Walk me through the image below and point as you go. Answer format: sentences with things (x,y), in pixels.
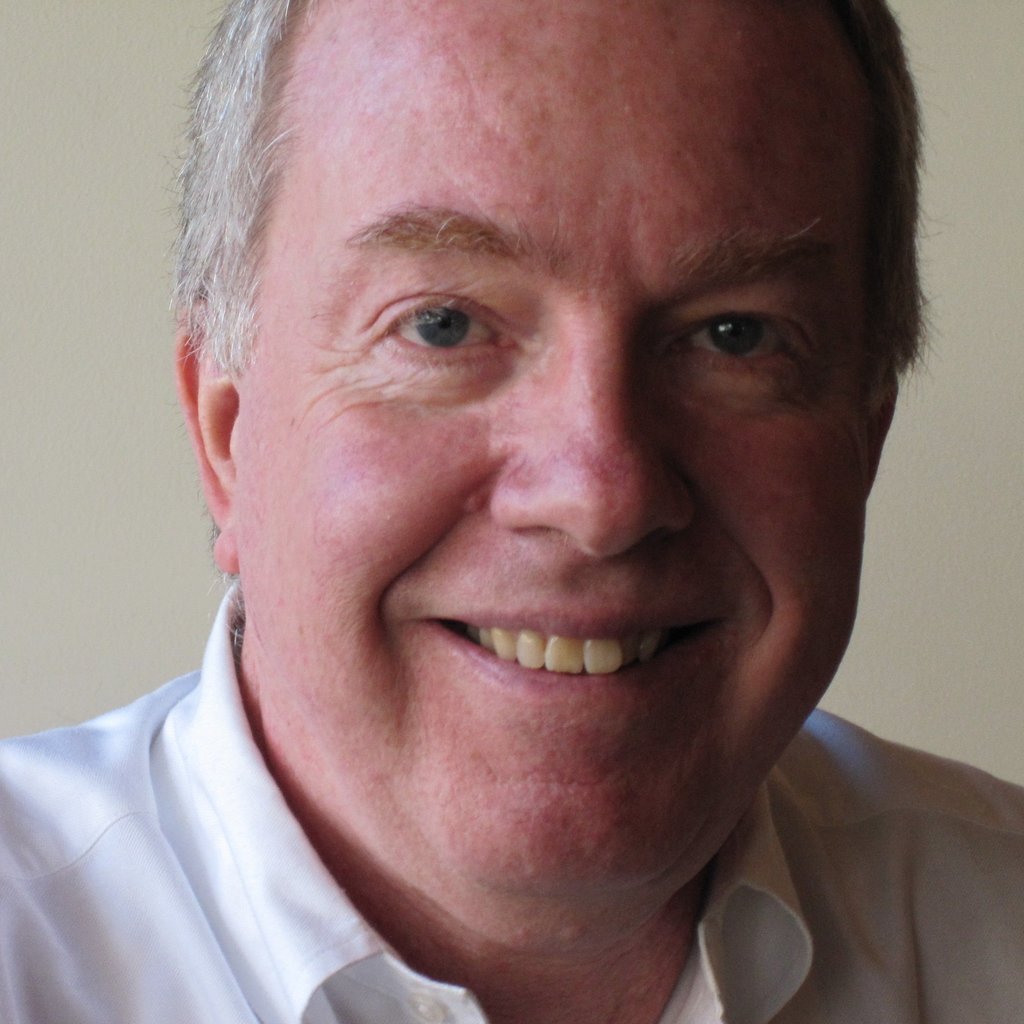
This is the picture of a person (945,993) with white hair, white shirt (994,969) and a white background (1008,643).
